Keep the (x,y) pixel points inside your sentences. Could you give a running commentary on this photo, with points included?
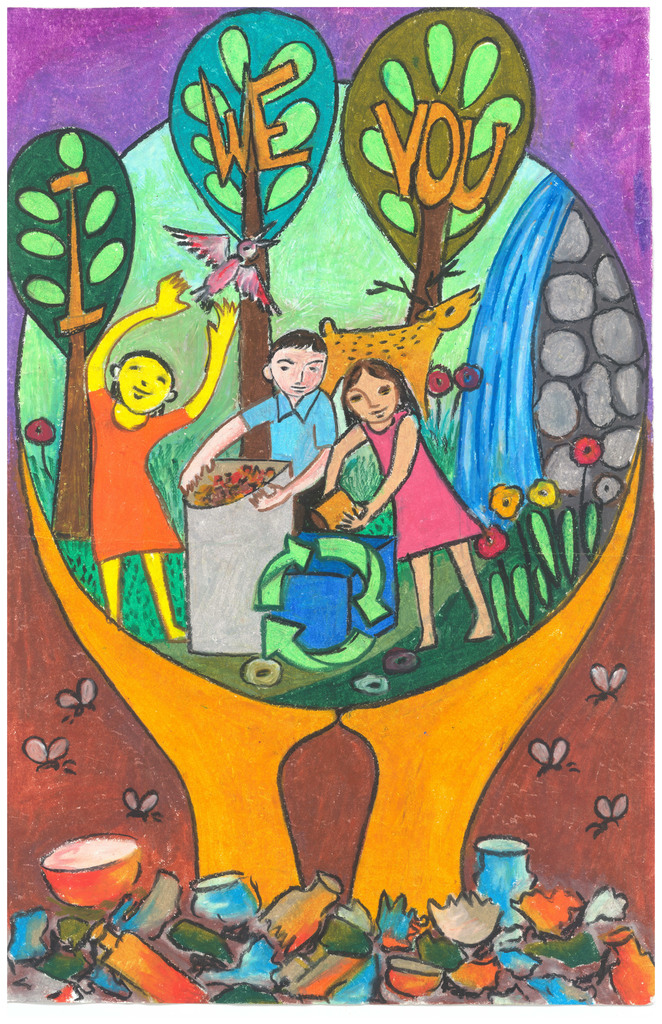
In this image there is a painting (126,807). In this painting (110,784) we can see children (132,495), recycle bin (273,610) and trees (104,253). In the center (415,377) there is a bird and an animal (398,368). We can see waterfall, grass (525,608) and flowers (519,494). At the bottom (138,801) there are flies (45,761) and broken vessels (328,900). There is a bowl (105,888) and a vase (513,898). In the background (95,174) there is text (417,120) and trees (284,206).
